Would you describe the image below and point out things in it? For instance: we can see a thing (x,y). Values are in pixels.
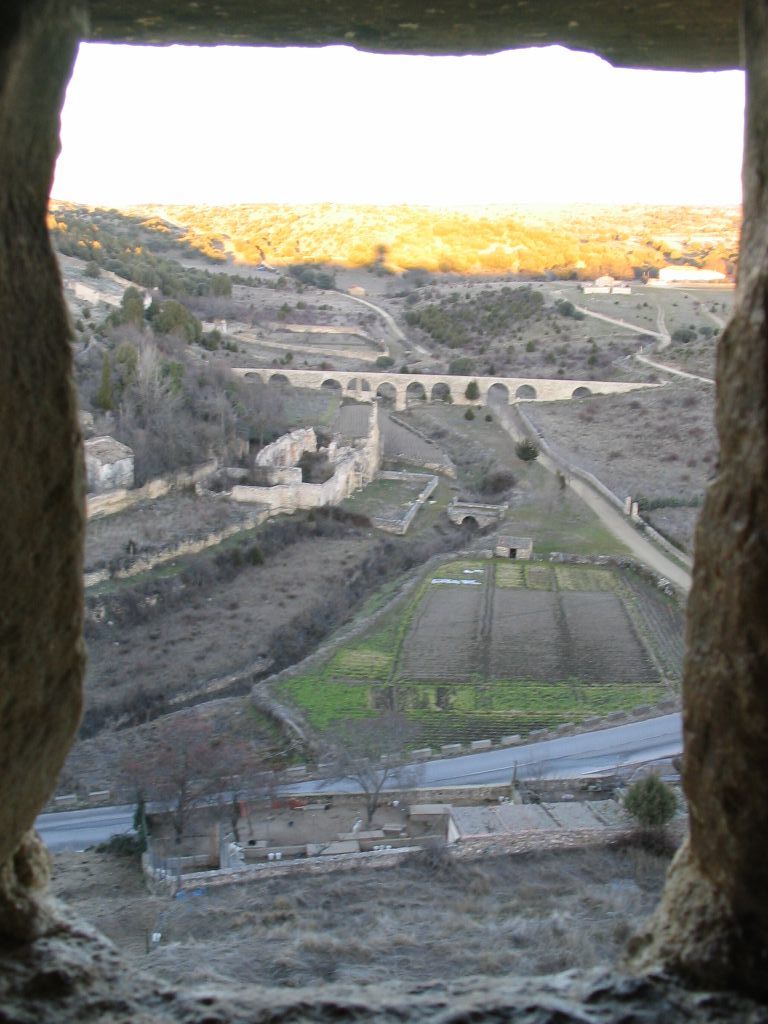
In this picture we can see a view, we can see some buildings (354,843), trees (144,361), land (543,645) and grass (657,403).
